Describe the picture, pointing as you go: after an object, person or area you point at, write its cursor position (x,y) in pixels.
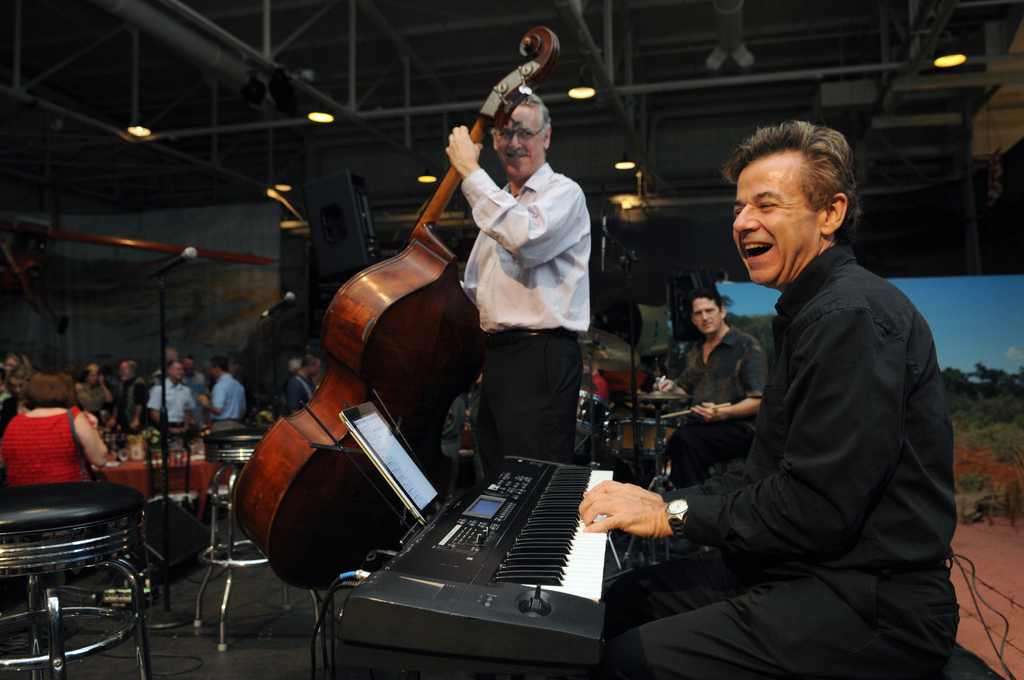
There is a man (836,587) wearing costumes (850,389) playing piano (514,502) and other man (508,227) playing big violin (294,515). There is another man (684,431) who is playing drums (638,395). and there are group of people (89,439) in that hall (230,130).
